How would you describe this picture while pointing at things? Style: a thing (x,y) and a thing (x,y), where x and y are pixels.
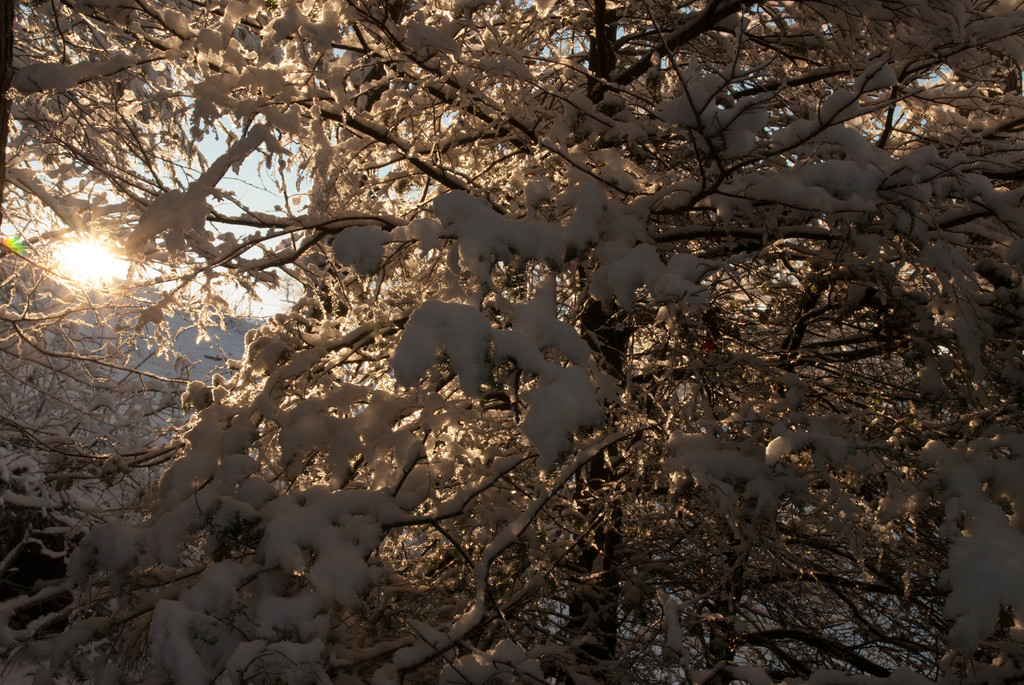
In this picture we can see a tree (498,475) in the front (325,433), we can see snow (349,292) on the branches (349,292) of the tree (273,403), in the background (213,145) we can see the sky (226,226).
